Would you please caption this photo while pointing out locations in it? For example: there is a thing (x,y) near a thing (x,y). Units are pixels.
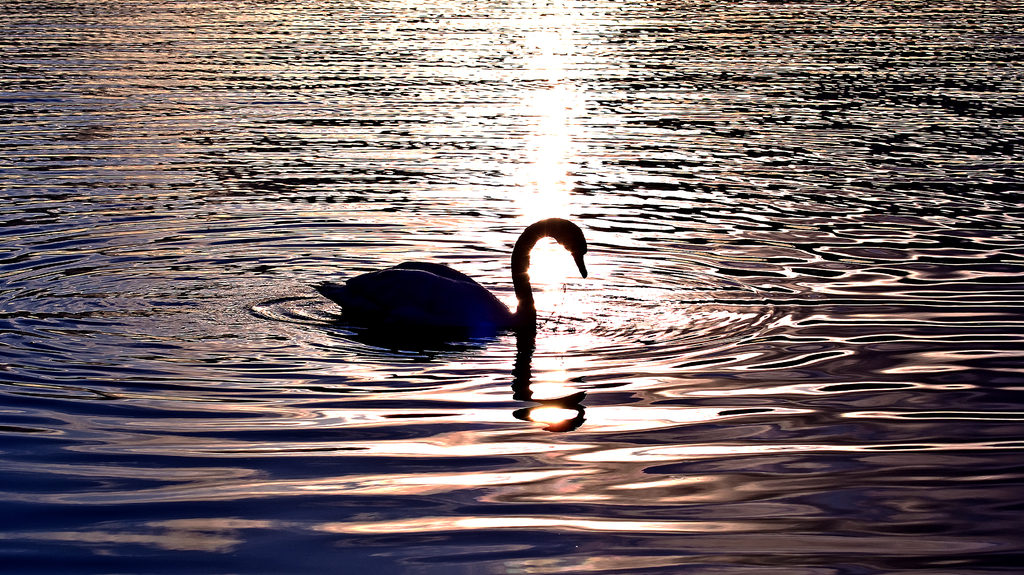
In this picture I can see a swan (416,317) in the water (4,413).
